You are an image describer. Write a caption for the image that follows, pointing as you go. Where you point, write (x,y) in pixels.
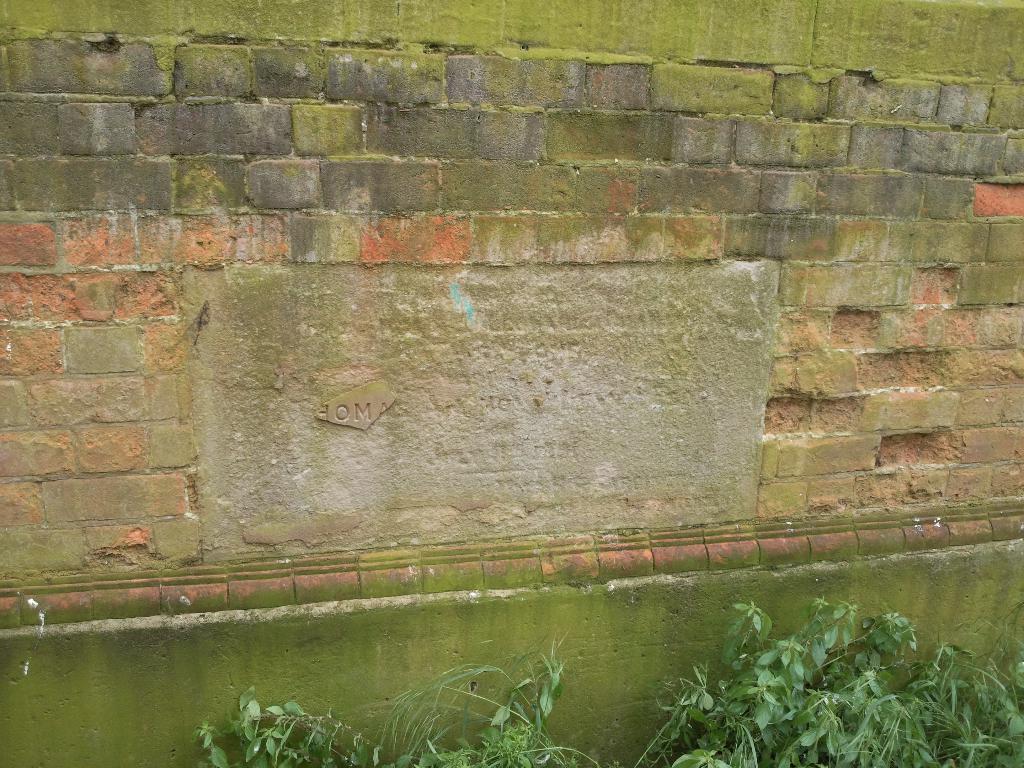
In this image we can see the brick wall (435,127). We can also see the plants (688,698) at the bottom (497,707).
